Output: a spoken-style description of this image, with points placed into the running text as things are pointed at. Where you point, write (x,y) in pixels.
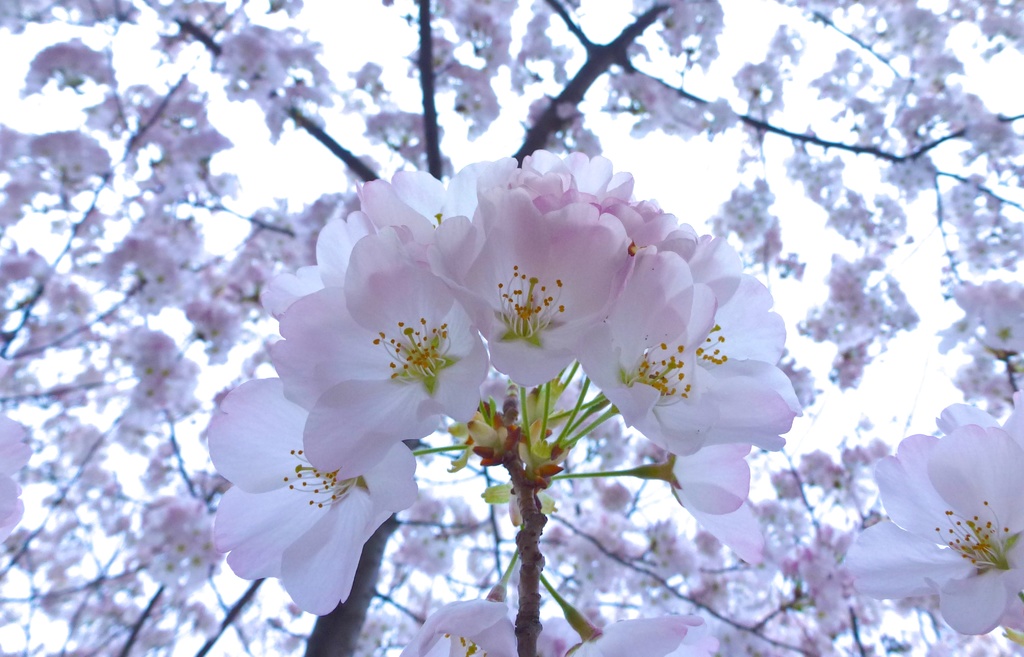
In this picture we can see flowers (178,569) and in the background (88,198) we can see trees (202,160), sky (329,111).
